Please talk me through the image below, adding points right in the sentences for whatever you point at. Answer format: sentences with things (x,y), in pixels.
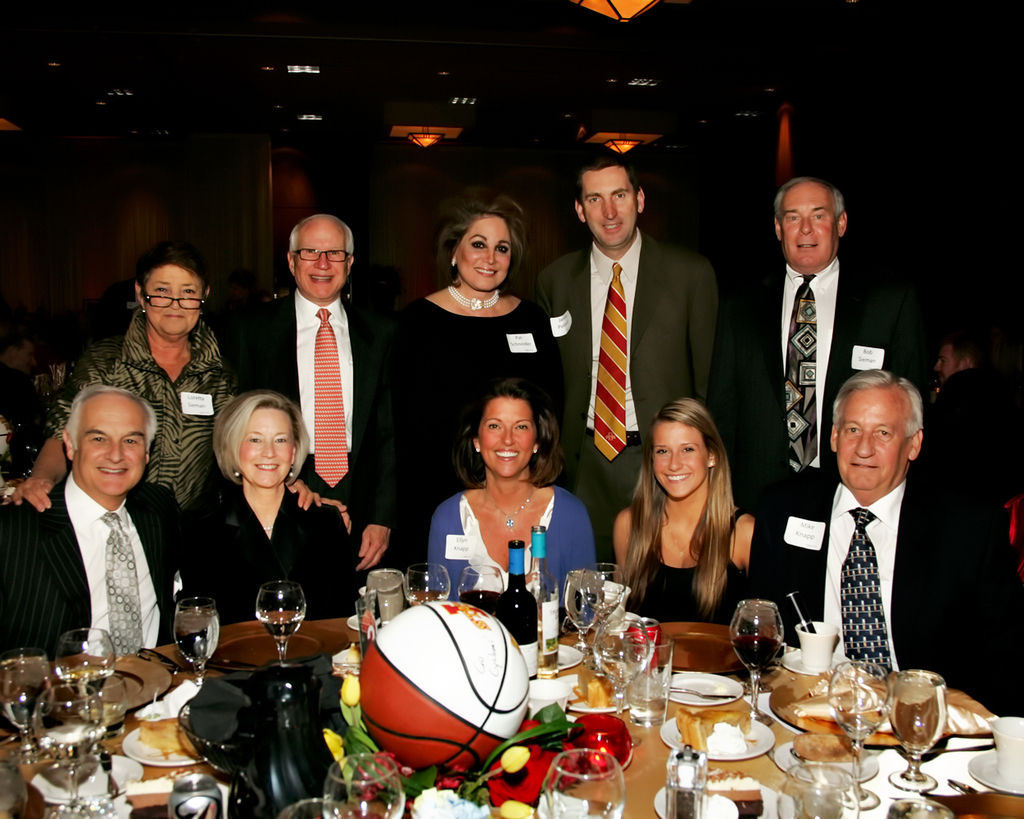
In this image we can see some group of persons (541,521) sitting on chairs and some persons (109,345) standing posing for a photograph, in the foreground of the image (324,703) there are some glasses (60,814), plates (141,752), drinks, flower vases (503,774), ball (404,736) and some other items (255,719) on table (779,741) and in the background of the image (36,227) there are some other persons (118,333) sitting, there are some lights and a wall (797,154).
